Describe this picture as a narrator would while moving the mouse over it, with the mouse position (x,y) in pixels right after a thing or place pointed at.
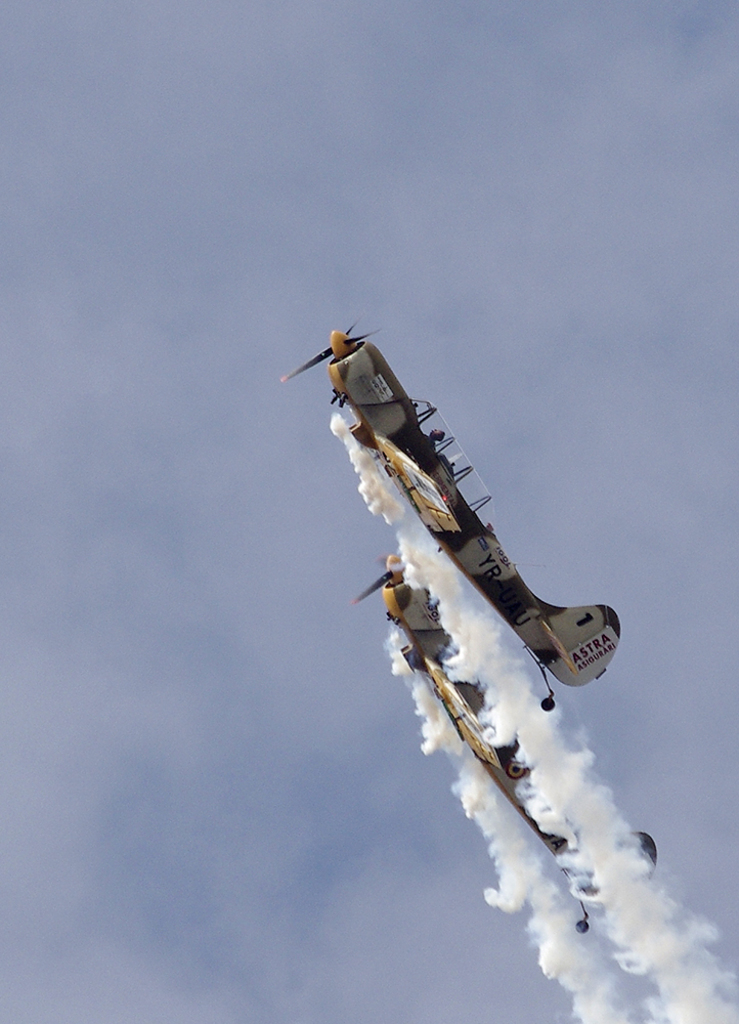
In this image, at the right side (528,877) there are two aeroplane (470,692) flying and there is smoke (509,723) releasing from the aeroplanes (438,639) which is in white color, at the background (205,77) there is a sky (169,194).
